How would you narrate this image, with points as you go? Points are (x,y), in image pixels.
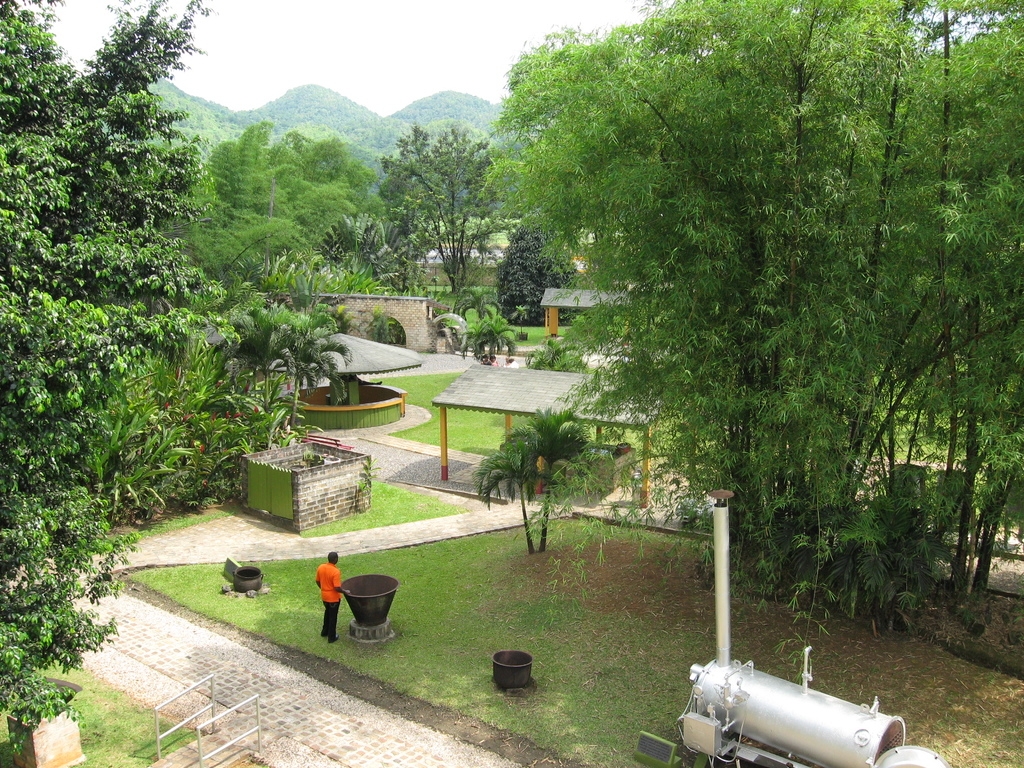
In the picture I can see one person (324,593) is standing side of the tub (374,602), around we can see some tents (505,392), trees (185,289), machine (771,681), grass (483,431) and hills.
